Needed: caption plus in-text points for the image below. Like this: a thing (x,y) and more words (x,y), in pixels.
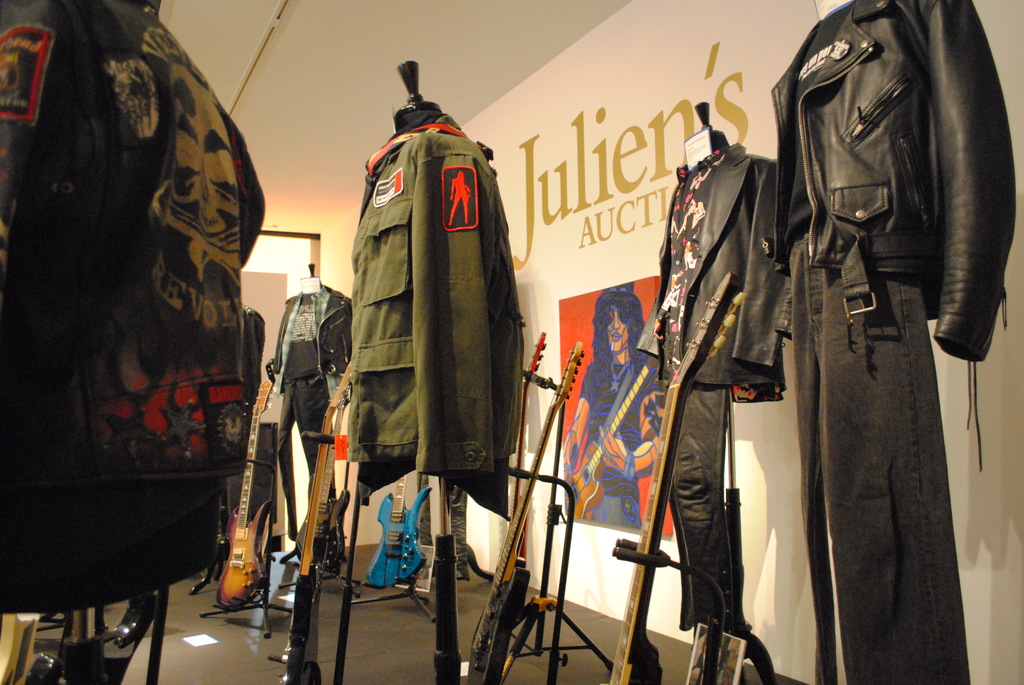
In this picture we can see there are lots of clothes (344,323), guitars (505,543) and stands (446,617) on the floor (216,657). Behind the stands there is a wall (544,243) with a photo frame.
